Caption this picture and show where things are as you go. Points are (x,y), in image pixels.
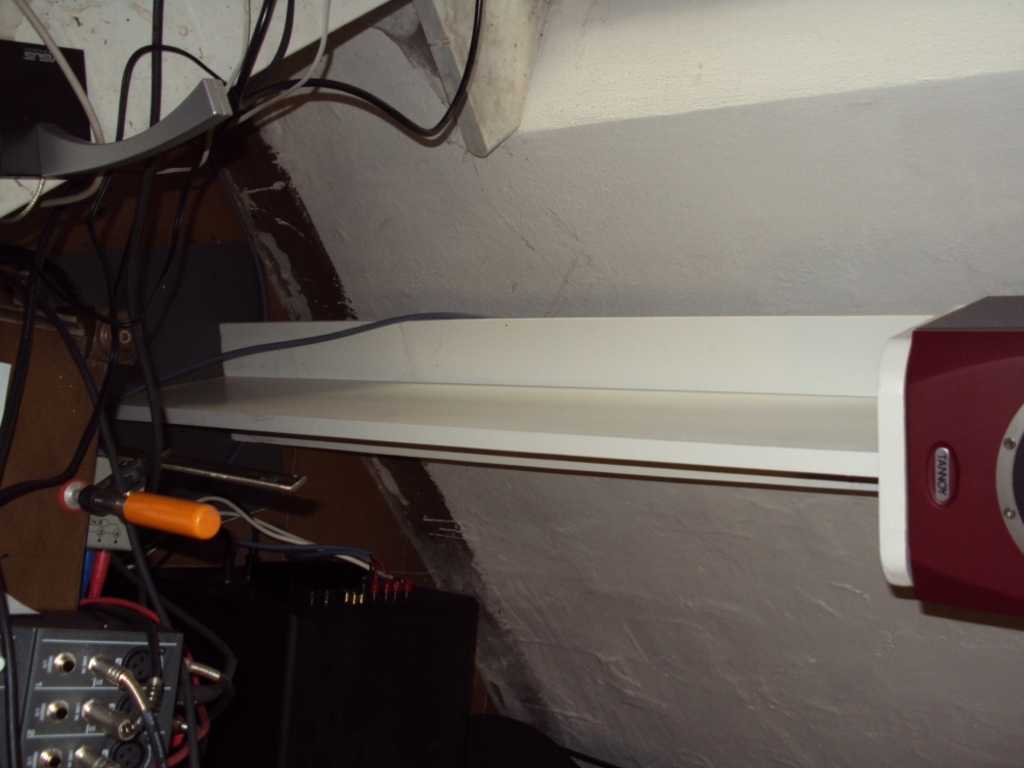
On the right side of the picture (827,710) there is a machine (949,444) and a wall (818,156) painted white. On the left side (322,679) there are cables (187,650) and various electronic gadgets (96,688).
